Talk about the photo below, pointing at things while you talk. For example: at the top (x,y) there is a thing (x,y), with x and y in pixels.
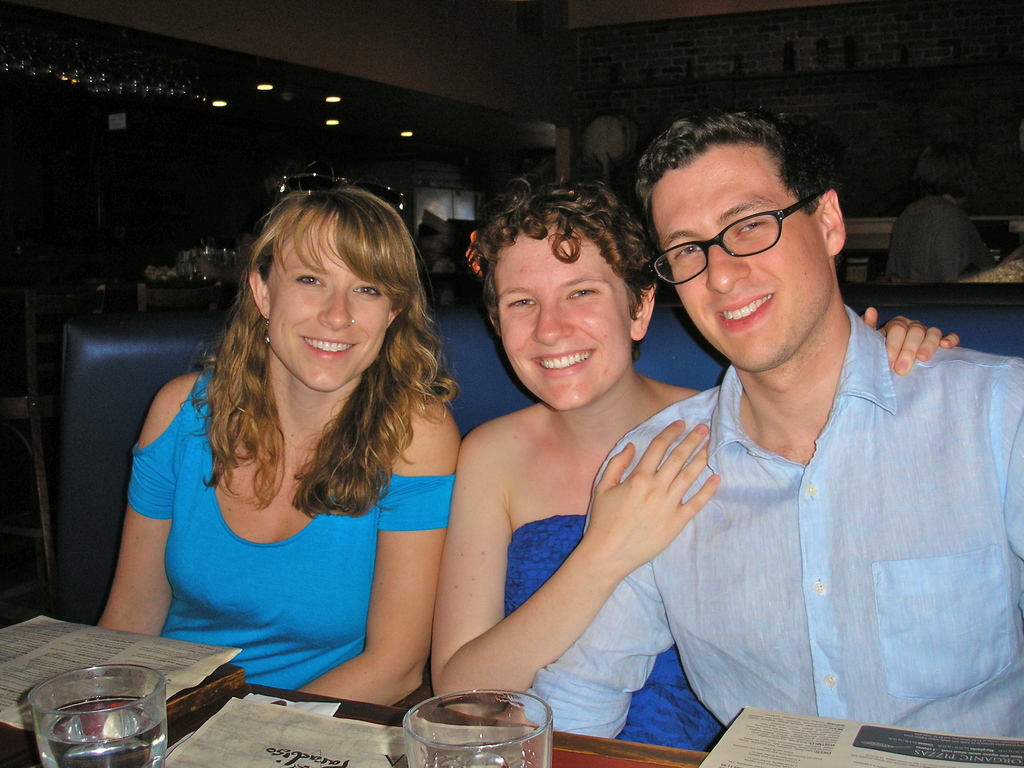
There are three persons (449,448) sitting as we can see in the middle of this image (386,344). There are two glasses (117,732), papers (251,711) kept on a wooden table (619,742) at the bottom of this image (175,714). We can see a wall (592,97) in the background (432,156). Some chairs (159,291) are present on the left side of this image (142,291) and there is one woman (942,242) standing on the right side of this image (952,231).
